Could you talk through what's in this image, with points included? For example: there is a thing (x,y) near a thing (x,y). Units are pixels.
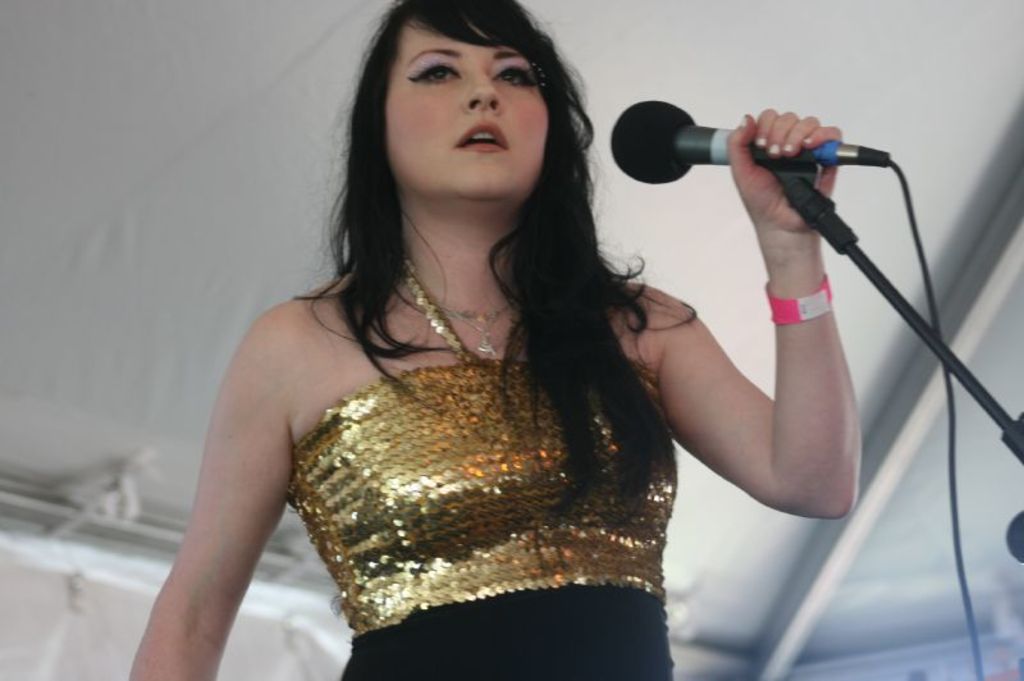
In this image there is a lady person (459,472) who is wearing golden color dress (546,551) holding a microphone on her left hand (805,236) and at the background of the image (893,470) there is a white colour sheet (746,245).
